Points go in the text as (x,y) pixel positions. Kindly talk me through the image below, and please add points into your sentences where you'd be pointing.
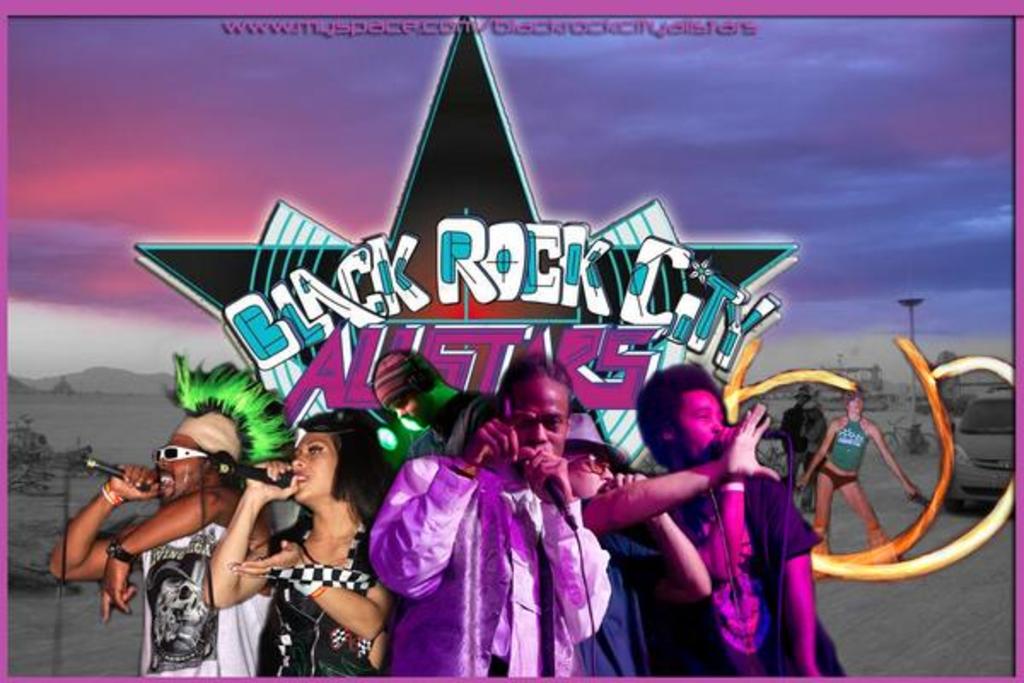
In this picture there are group of people (244,523) standing and holding the microphones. At the back (483,46) there is a picture of a star (421,213) and there is a text (728,359) and there are mountains (55,383) and trees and there is a pole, car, bicycle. At the top (512,111) there is sky (619,107) and there are clouds (758,155).
